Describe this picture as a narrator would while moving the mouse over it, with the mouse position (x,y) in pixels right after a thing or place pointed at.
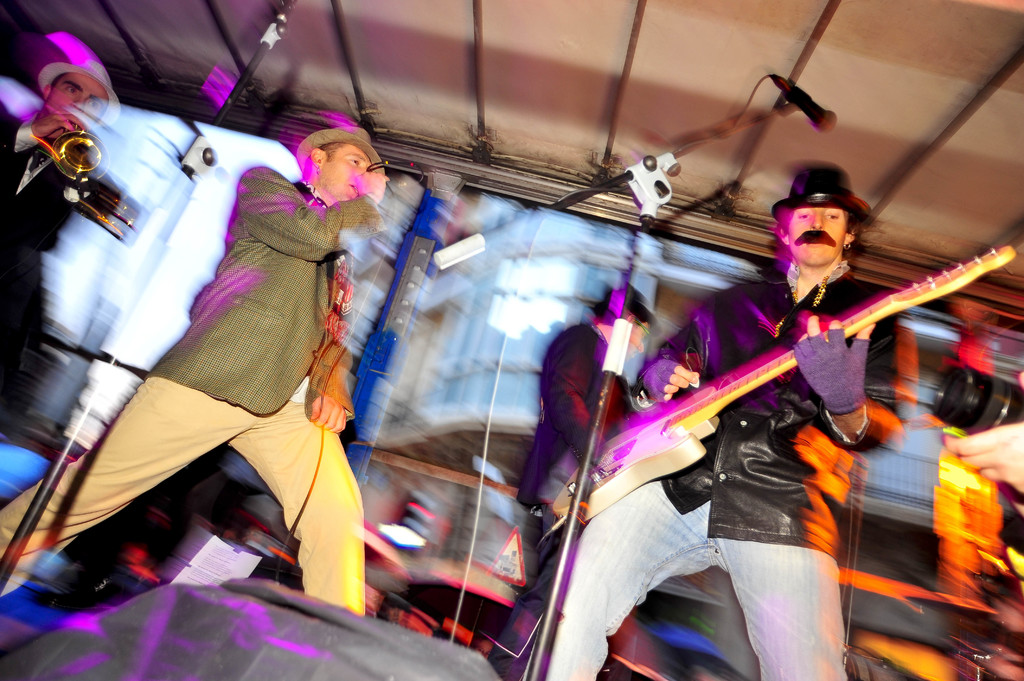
In this image I can see few people (842,661) are standing and few of them are holding musical instruments (600,494). Here I can see a mic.
